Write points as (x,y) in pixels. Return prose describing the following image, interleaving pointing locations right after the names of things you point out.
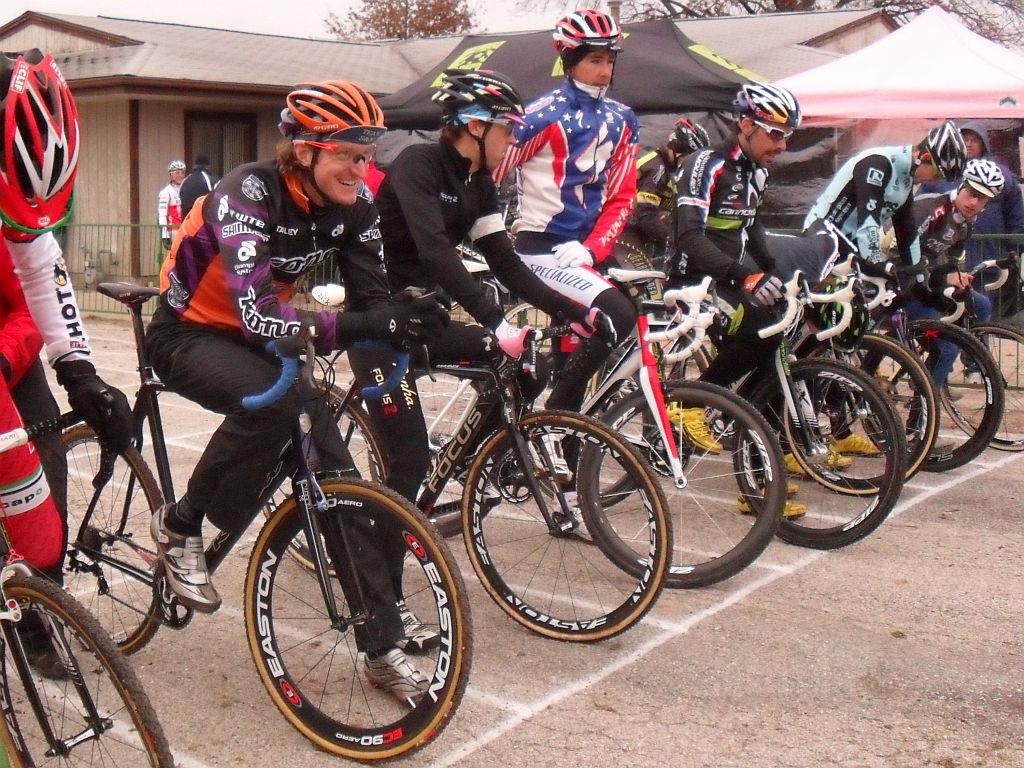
This image consists of many persons (735,369) wearing helmets (57,223) are sitting on the bicycles (871,276). It looks like a cycle race. At the bottom (670,618), there is a road (767,620). In the background (617,62), there are tents (629,62) and huts (126,62).
